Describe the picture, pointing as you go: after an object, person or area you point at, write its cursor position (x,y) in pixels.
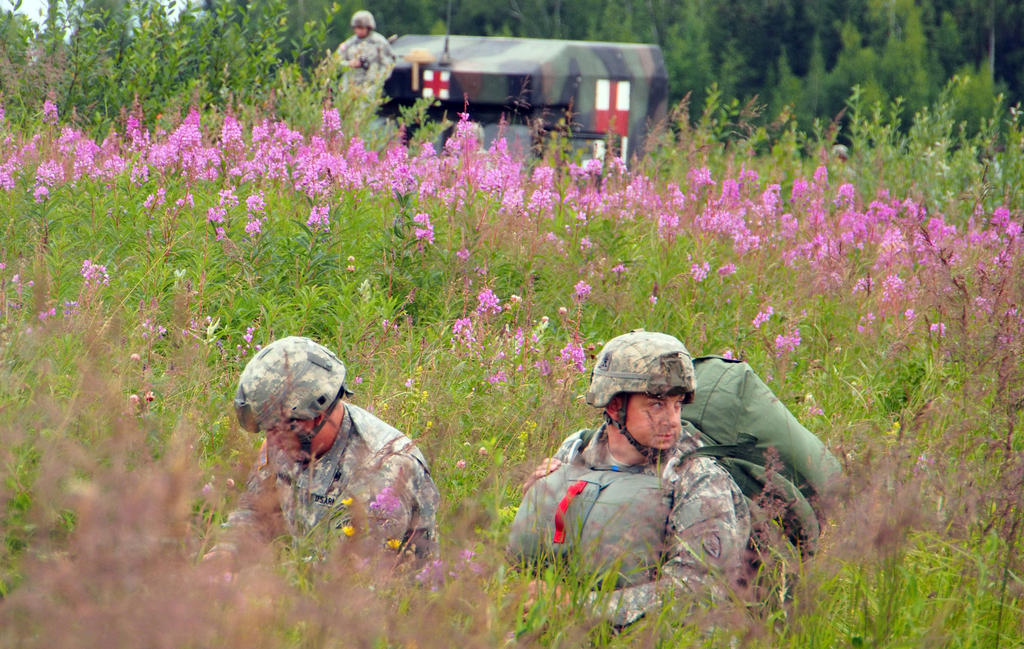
In this picture we can see plants (48,419), two people (406,523) wore helmets (247,408) and a man (729,489) carrying bags (751,392) and in the background (75,152) we can see flowers (163,153), trees (159,94), vehicle (434,84) and a person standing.
